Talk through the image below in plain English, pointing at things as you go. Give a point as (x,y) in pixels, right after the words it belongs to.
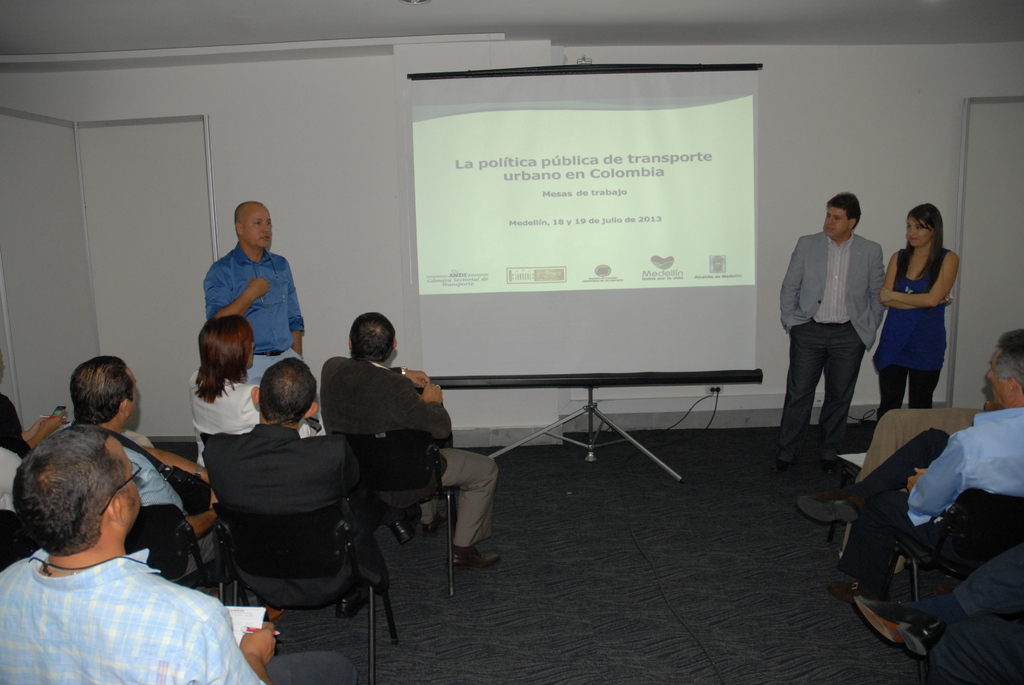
In this image I can see group of people (291,436) sitting on the chairs (290,545), in front I can see a person (259,336) standing wearing blue shirt (276,329), blue pant (270,353) and I can also see the other person (818,363) wearing gray blazer (817,266). Background (456,303) I can see a projector screen (458,246) and the wall (840,141) is in white color.
